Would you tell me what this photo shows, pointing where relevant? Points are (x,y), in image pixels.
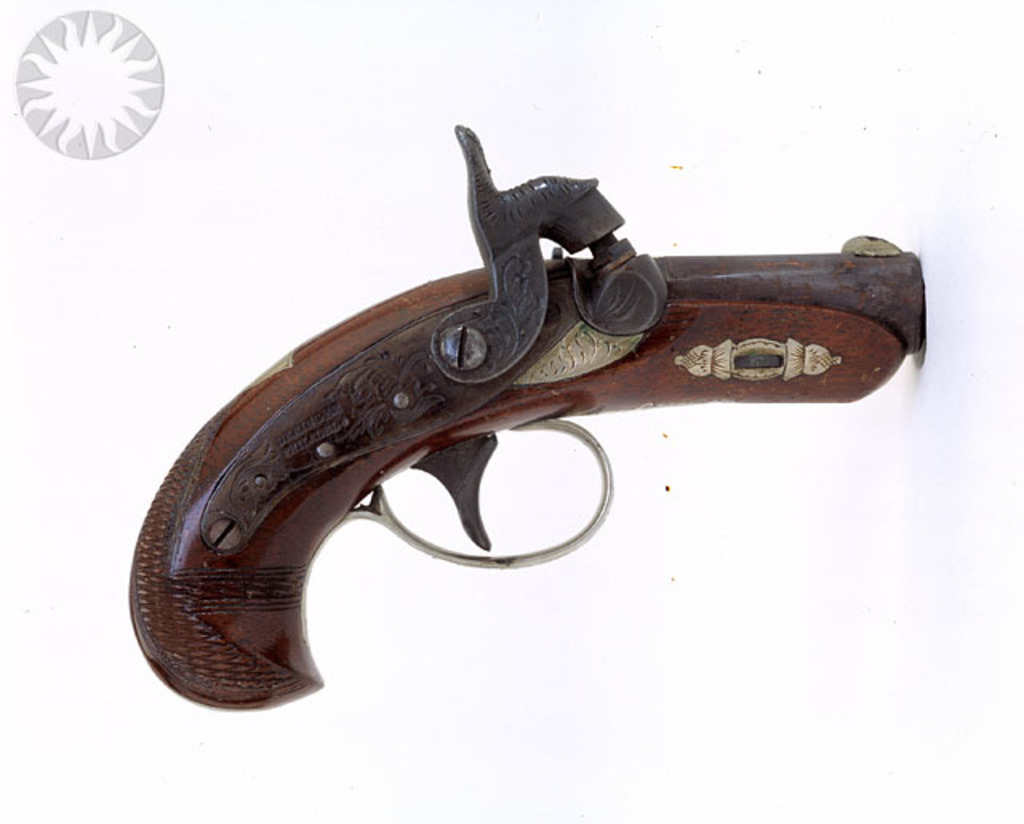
In this image I can see a gun (654,336). At the top left hand side (148,109) I can see a picture (139,93). The background (13,189) is white in color.
